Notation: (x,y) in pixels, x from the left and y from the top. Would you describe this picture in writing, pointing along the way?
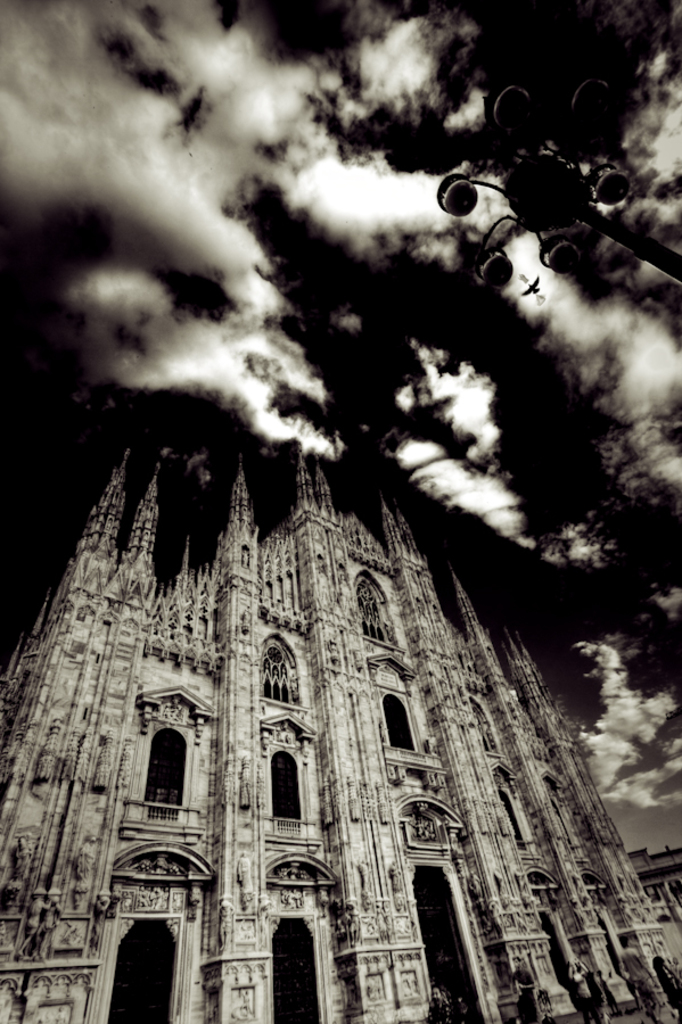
This picture contains building (399,659). On the right top of the picture (549,246), we see a pole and the street lights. At the top of the picture (196,236), we see the sky (205,233). This is a black and white picture.
